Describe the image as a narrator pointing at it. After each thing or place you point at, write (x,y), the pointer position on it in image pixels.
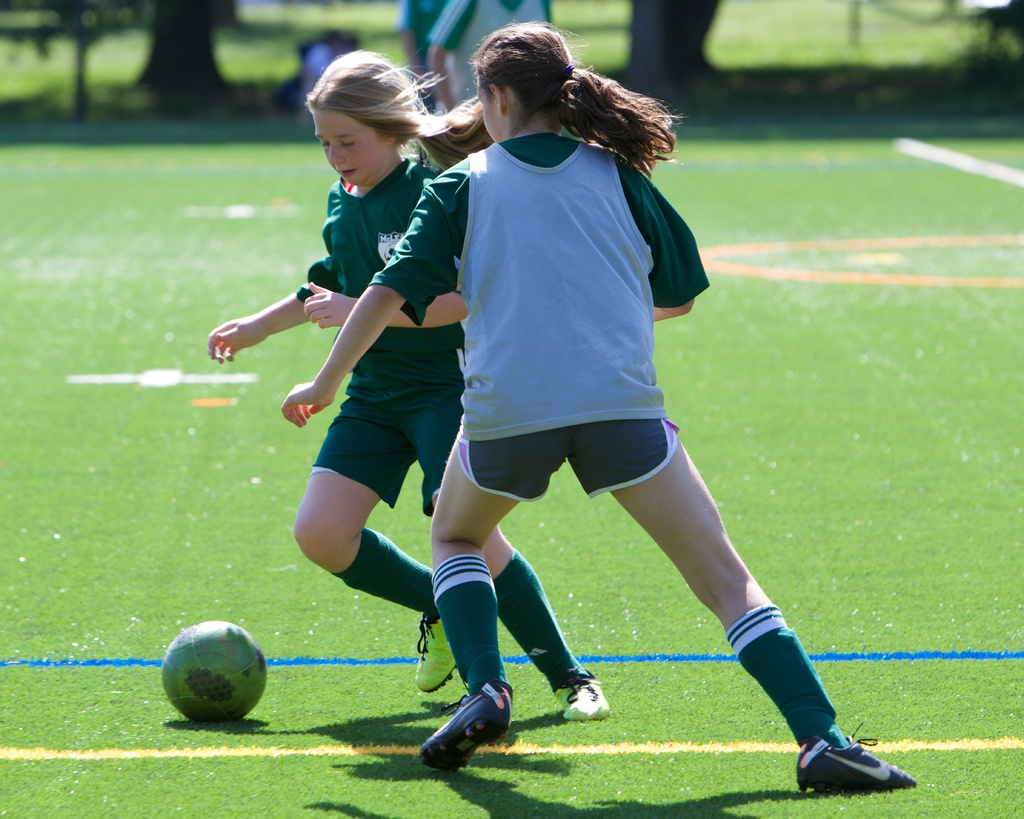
The image is taken in a football ground (317,428). In the foreground of the picture (461,397) there are two girls (372,415) playing football. At the bottom (129,618) there is grass (702,346). In the background (378,30) there are people (401,34), trees (189,48), plants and grass (808,48).
